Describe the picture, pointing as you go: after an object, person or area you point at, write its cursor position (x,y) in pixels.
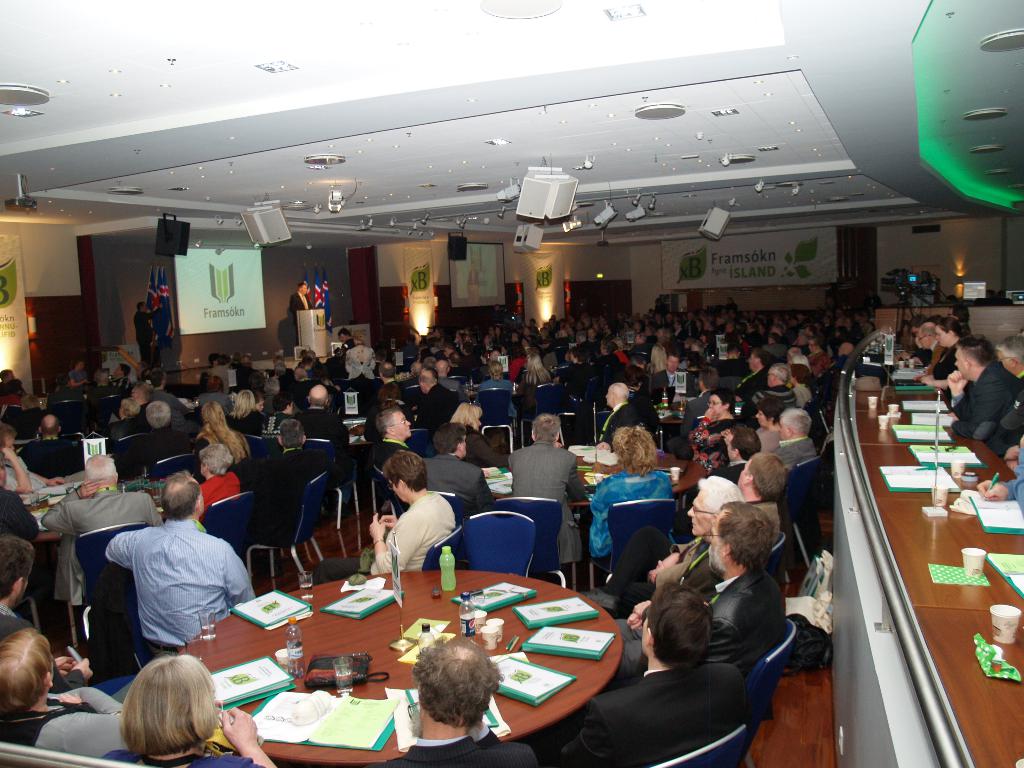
In the image we can see there are many people (491,497) around, they are wearing clothes (464,486), they are sitting on the chair (513,510). There are even many tables (428,605) and on the table (511,724) there are files (266,666), water bottles (296,654), glasses (492,645) and other object (494,632) kept. There is a light projection screen (236,313), projector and banner (727,262). Here we can see a flag (316,308) of the country and this is a wooden floor (793,755).
